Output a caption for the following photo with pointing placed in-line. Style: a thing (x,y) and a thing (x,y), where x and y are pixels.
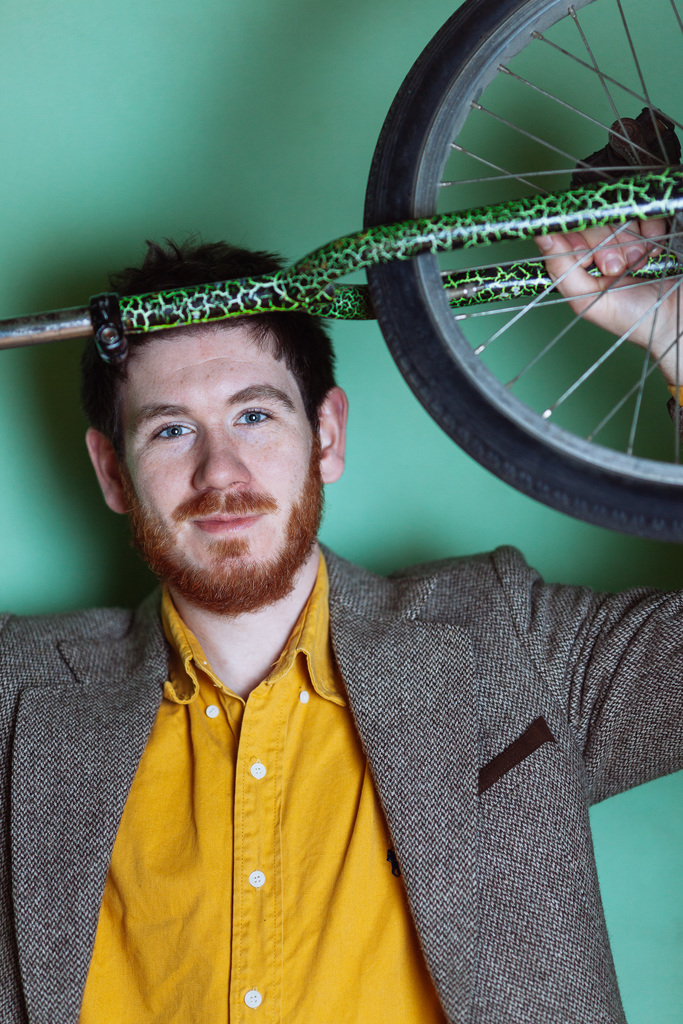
In this picture there is a man (32,886) in the center of the image (278,377), by holding a bicycle (419,314) in his hands (576,258).
